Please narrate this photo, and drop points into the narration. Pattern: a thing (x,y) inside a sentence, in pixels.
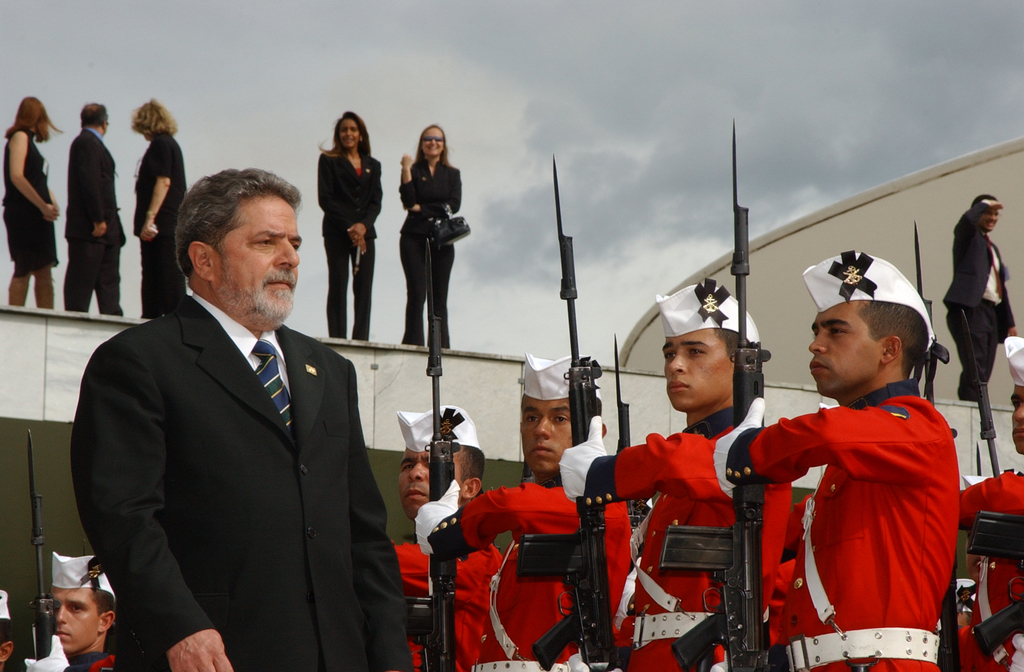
On the left (222,363) a man (236,382) is standing. In the background (658,544) there are few persons (836,506) wore same uniform (519,511) and holding gun (584,532) in their hands (419,534) and there are few persons (139,227) standing on a platform (414,368) and we can see clouds (355,94) in the sky (402,57).
